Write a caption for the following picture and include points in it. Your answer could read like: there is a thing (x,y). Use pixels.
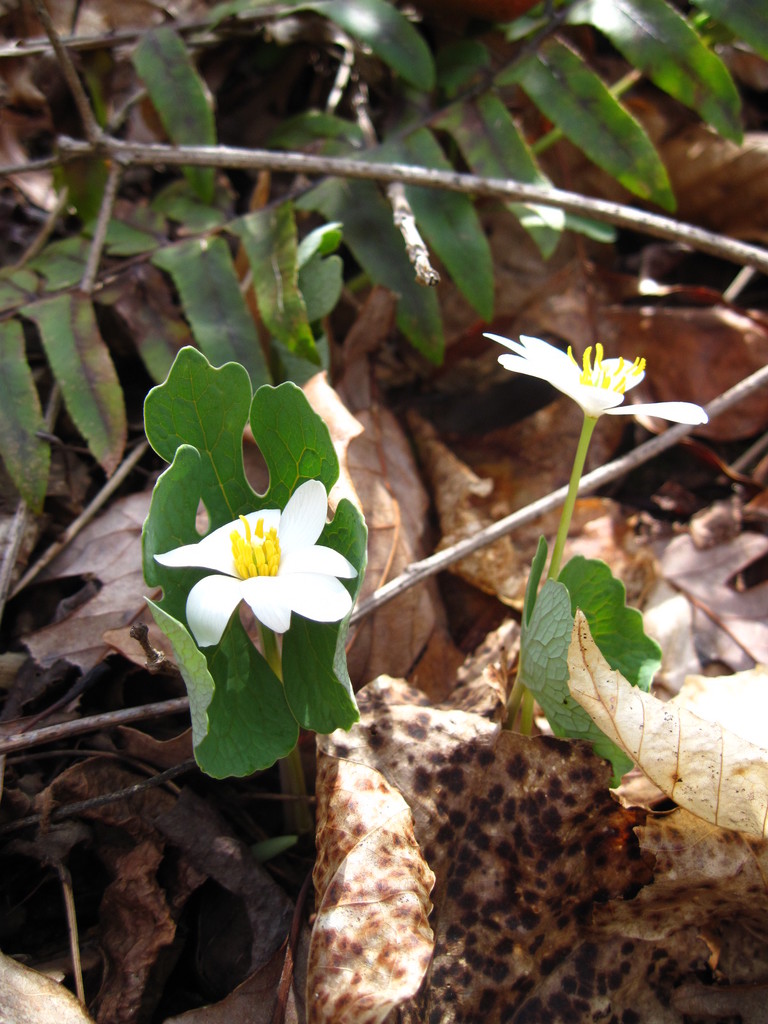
In this image, we can see some green color leaves (644,52) and there are two white color flowers (617,400), we can see some dried leaves (463,806).
